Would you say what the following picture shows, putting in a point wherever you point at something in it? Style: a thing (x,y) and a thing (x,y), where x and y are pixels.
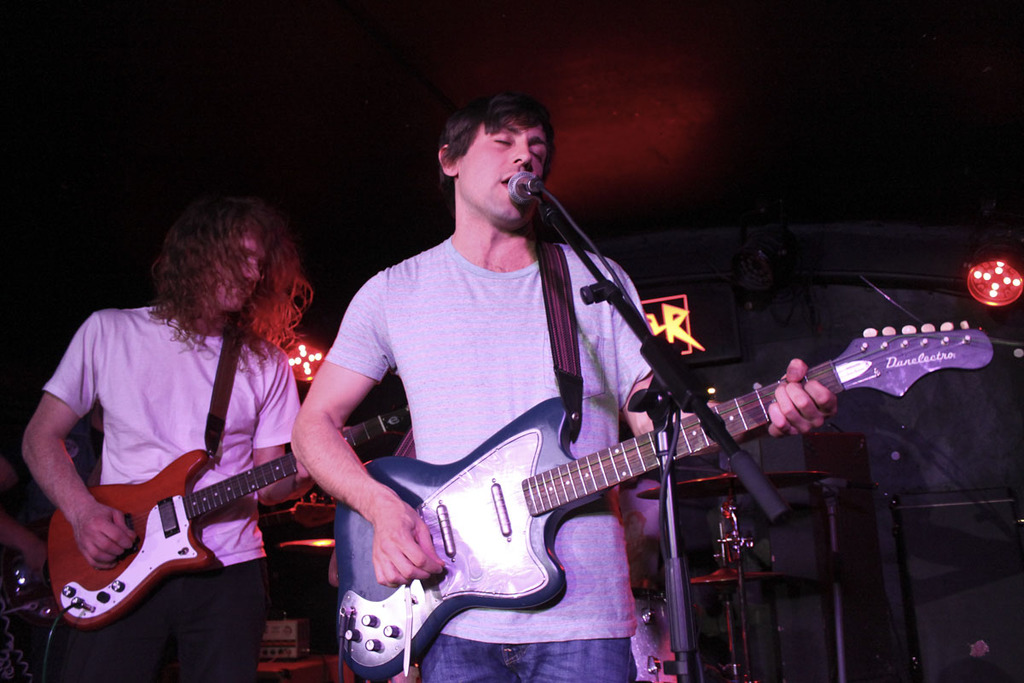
Background (860,116) is dark. We can see two men (224,428) playing guitars (438,507). We can see this man (535,209) is standing in front of a mike (530,185) and singing. This is a cymbal (751,575), a musical instrument (731,575). This is a light (974,284).
